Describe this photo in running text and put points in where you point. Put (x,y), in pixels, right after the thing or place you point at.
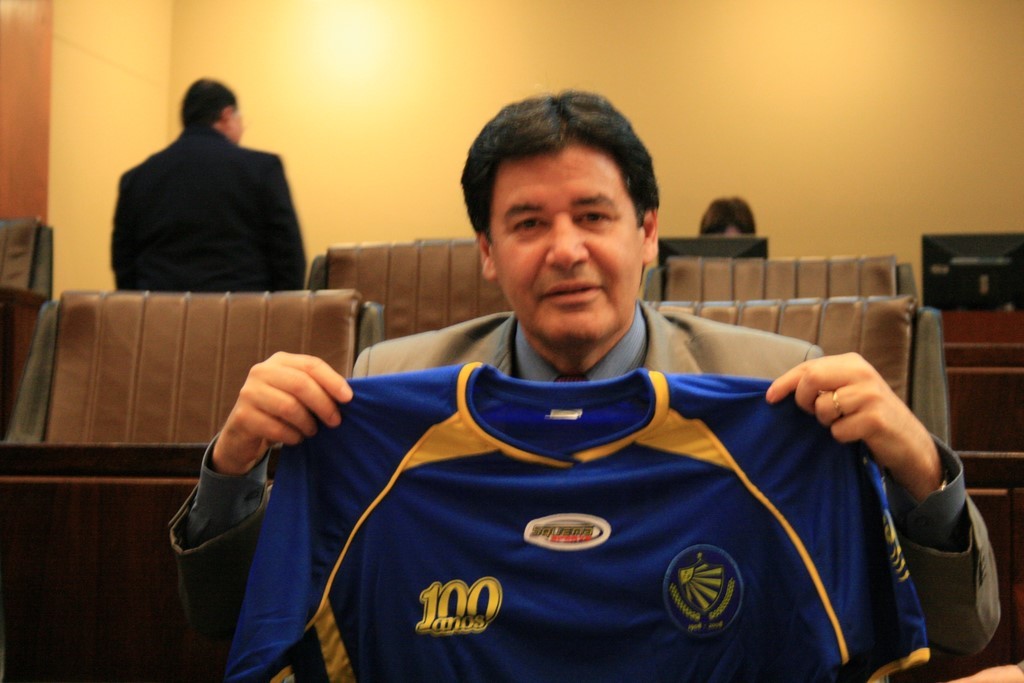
In the foreground of the image (651,527) we can see a person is sitting and holding a T-shirt (697,561) in his hands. In the background of the image (130,272) we can see a person (147,254) is standing and one person (710,213) is sitting in front of the monitor (678,249) but it is in a blur.
